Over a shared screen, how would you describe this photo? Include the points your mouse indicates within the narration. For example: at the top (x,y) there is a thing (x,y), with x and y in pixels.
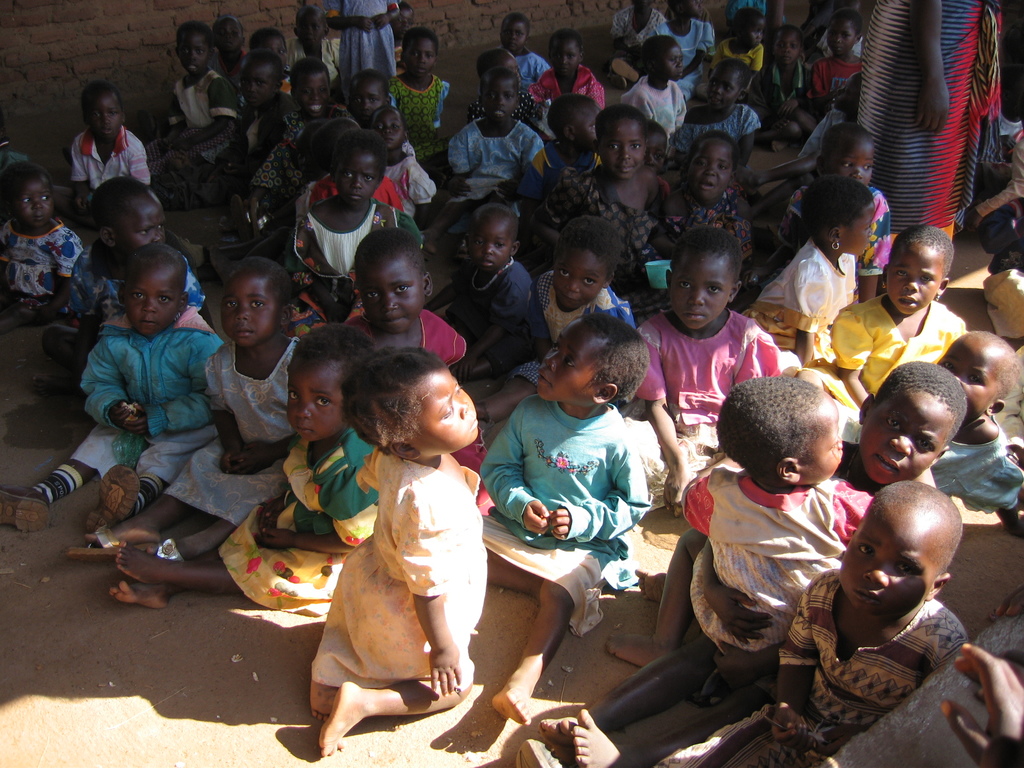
In this image, we can see kids (641,188) wearing clothes (167,387). There is a wall (485,14) at the top of the image (454,23). There is a person (918,104) in the top right of the image (946,99) standing and wearing clothes (925,139).
